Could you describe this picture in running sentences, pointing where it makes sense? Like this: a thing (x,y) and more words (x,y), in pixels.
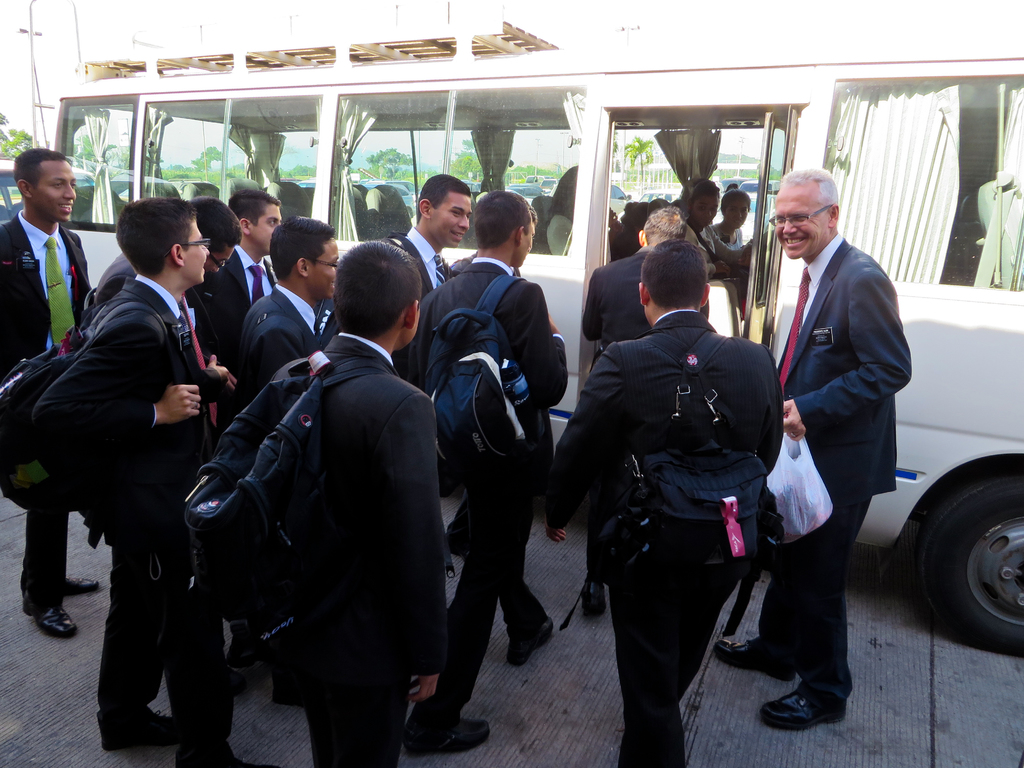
In this image in the center (645,376) there are some people (214,387) who are walking and they are wearing bags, in the center (558,262) there is one bus (928,391) in that bus (930,371) there are some people (724,226) who are sitting. And in the background (617,154) we could see some trees (25,143), poles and some cars (473,181).
